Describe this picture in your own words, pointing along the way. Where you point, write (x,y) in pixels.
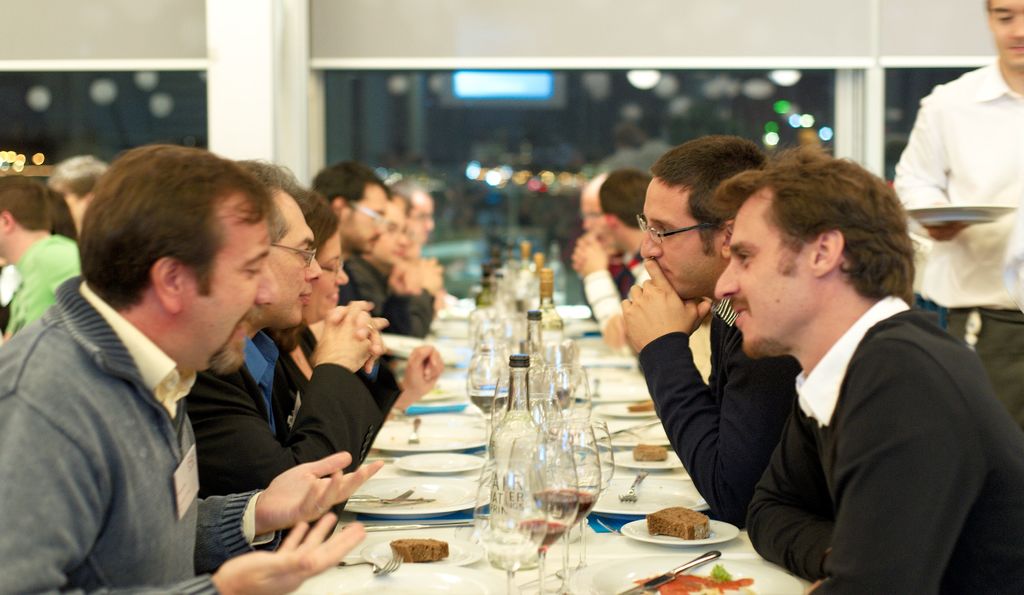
In the image there are few people (673,394) sat on either sides of table (638,554) with food (683,525) and wine bottles (525,404) on it, this looks like in a restaurant (147,127).
